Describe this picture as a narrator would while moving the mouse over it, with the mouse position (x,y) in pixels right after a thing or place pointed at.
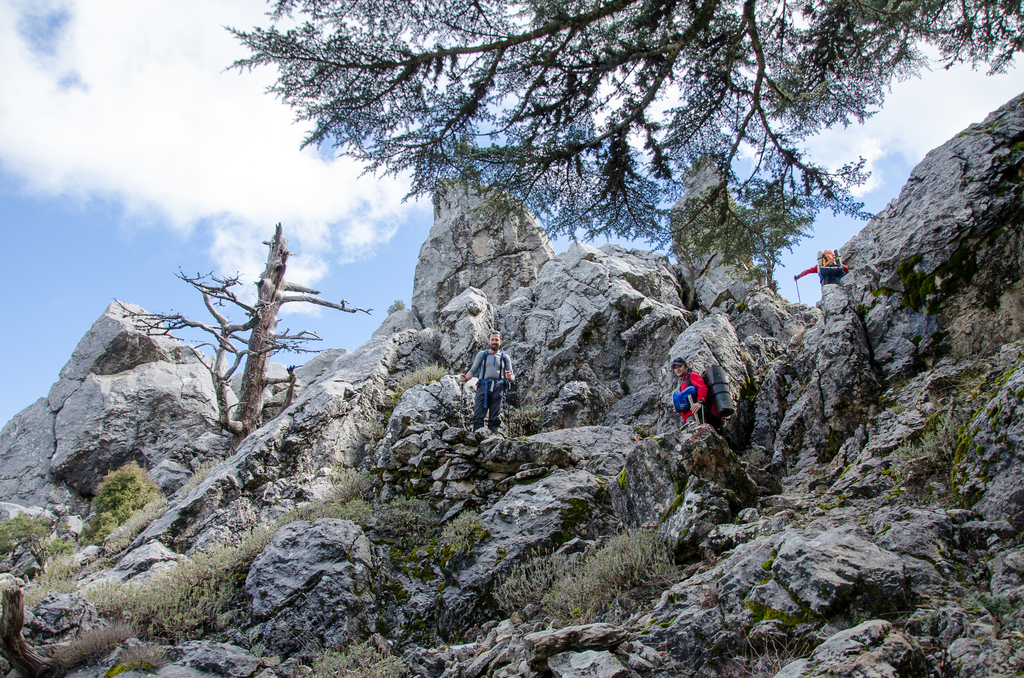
In this picture there are mountains (596,372) in the image and there are people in the image, there is greenery (362,129) in the image.
